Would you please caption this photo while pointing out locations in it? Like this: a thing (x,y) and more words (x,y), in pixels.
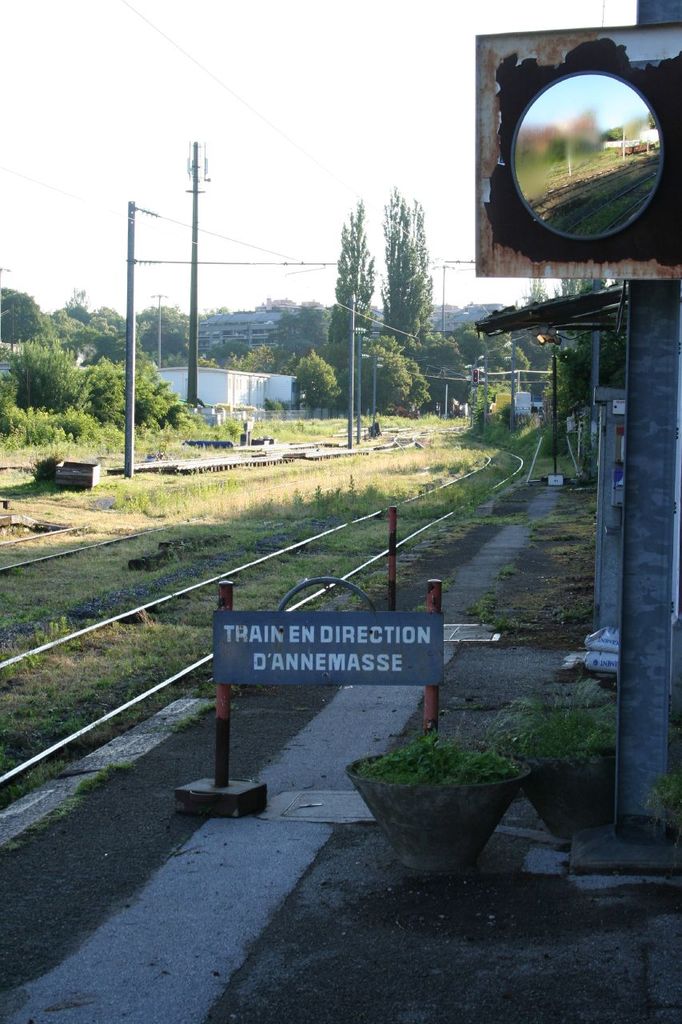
In this image I can see few railway tracks (159,681), few poles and board (338,663) attached to them, few electric poles (192,357) with wires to them, few trees (387,256), a metal pole (648,305) with a mirror (598,107) to it. In the background (340,246) I can see the sky (299,206) and a white colored building (213,376).
